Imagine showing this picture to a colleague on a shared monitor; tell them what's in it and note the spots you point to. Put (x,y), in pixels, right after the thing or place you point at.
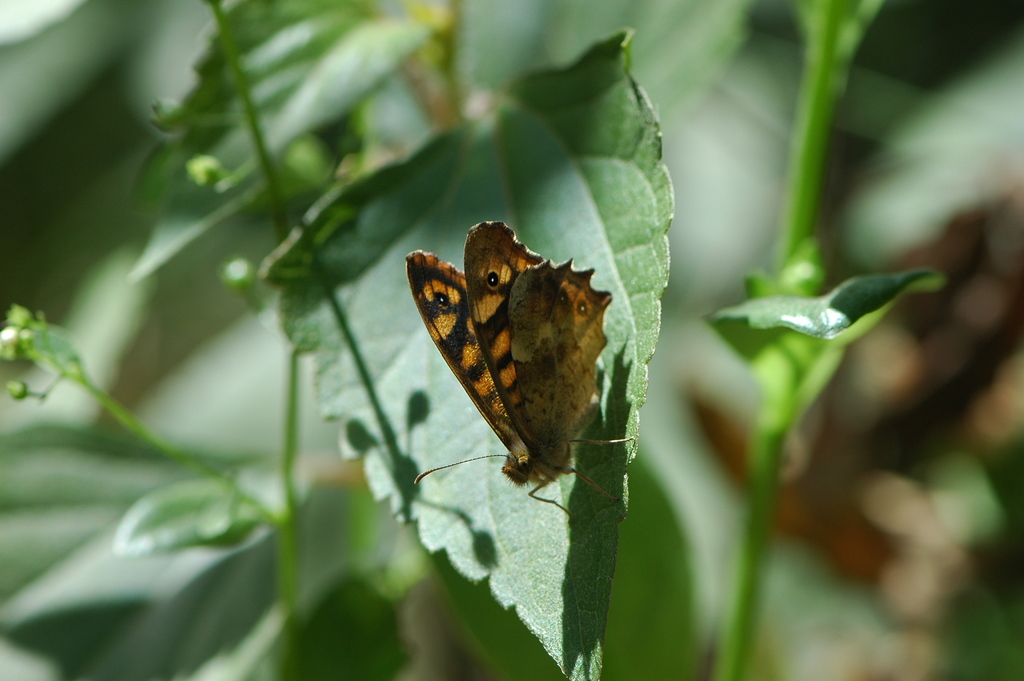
In this image I can see green colour leaves (45,633) and here I can see a brown colour insect (513,376). I can also see this image is blurry from background (884,158).
